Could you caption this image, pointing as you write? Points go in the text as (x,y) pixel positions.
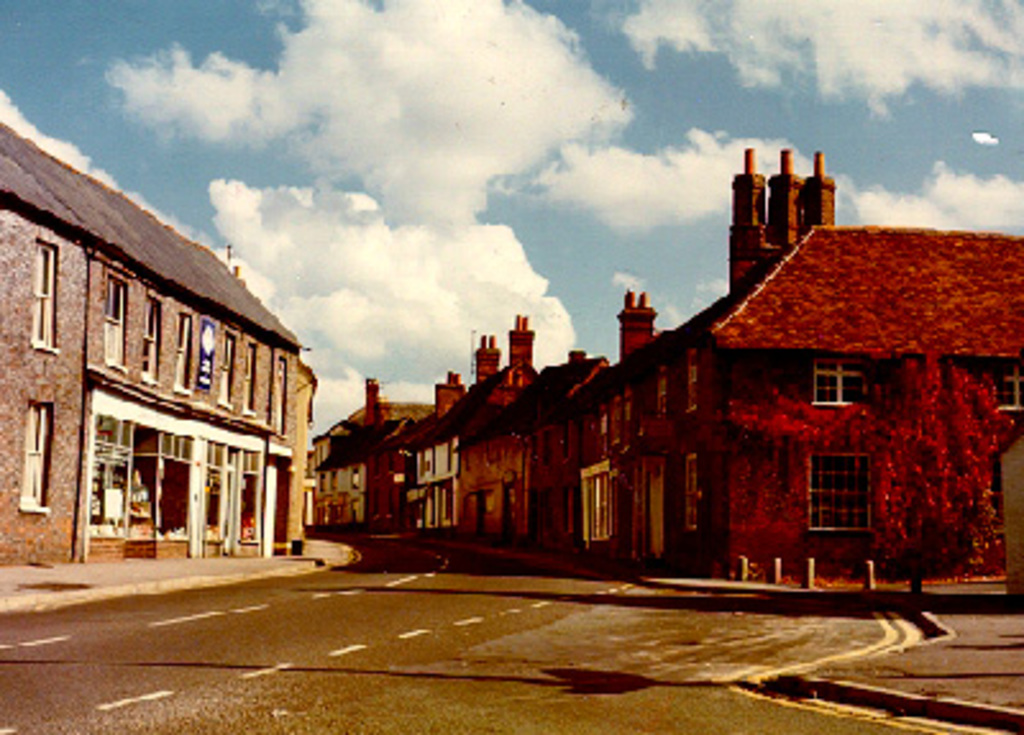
As we can see in the image there are few houses (530,440). On the right side (748,472) the houses (458,461) are in red color and on the left side (129,387) the houses (173,369) are in brown color. On the top (129,55) there is sky (137,50) and clouds (417,125) and in the front (506,640) there is a road (262,679).
